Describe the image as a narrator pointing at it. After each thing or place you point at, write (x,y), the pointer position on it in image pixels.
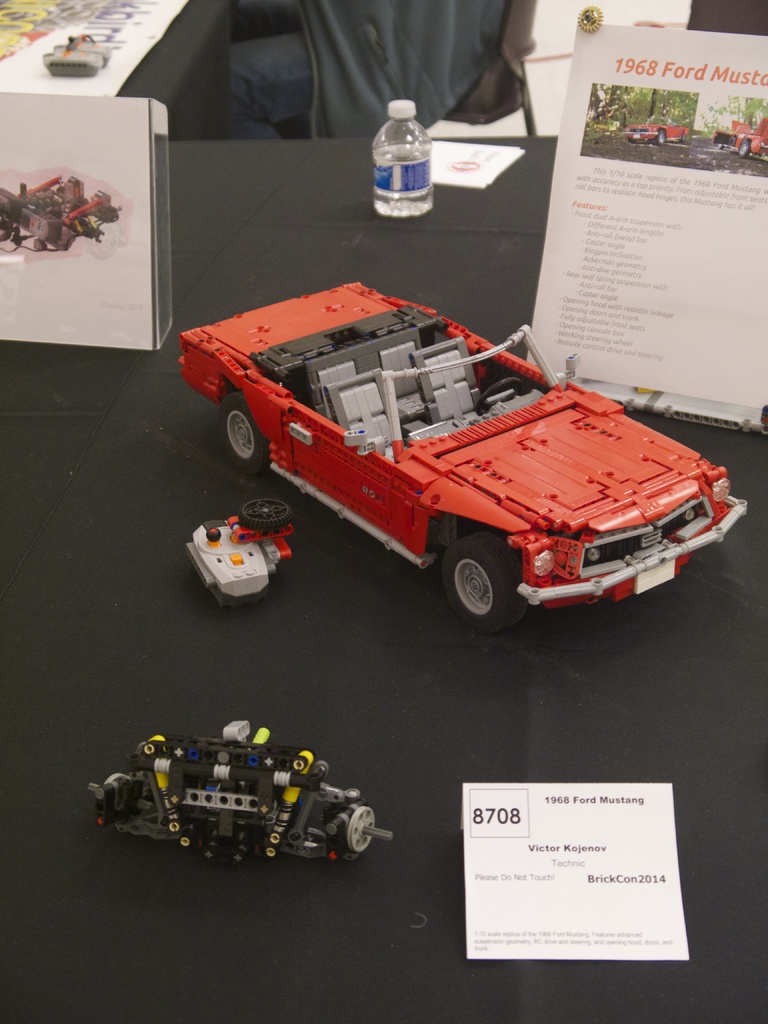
In this image I see a toy car (378,420) which is of red in color and I see few things (222,602) over here and I see something is written on this paper (592,925) and I see a picture (57,214) on this white color paper (97,182) and I see pictures (668,125) of cars (658,126) and I see something is written over here too and I see a bottle (408,187) and all these things (397,178) are on the black color surface (391,249).
